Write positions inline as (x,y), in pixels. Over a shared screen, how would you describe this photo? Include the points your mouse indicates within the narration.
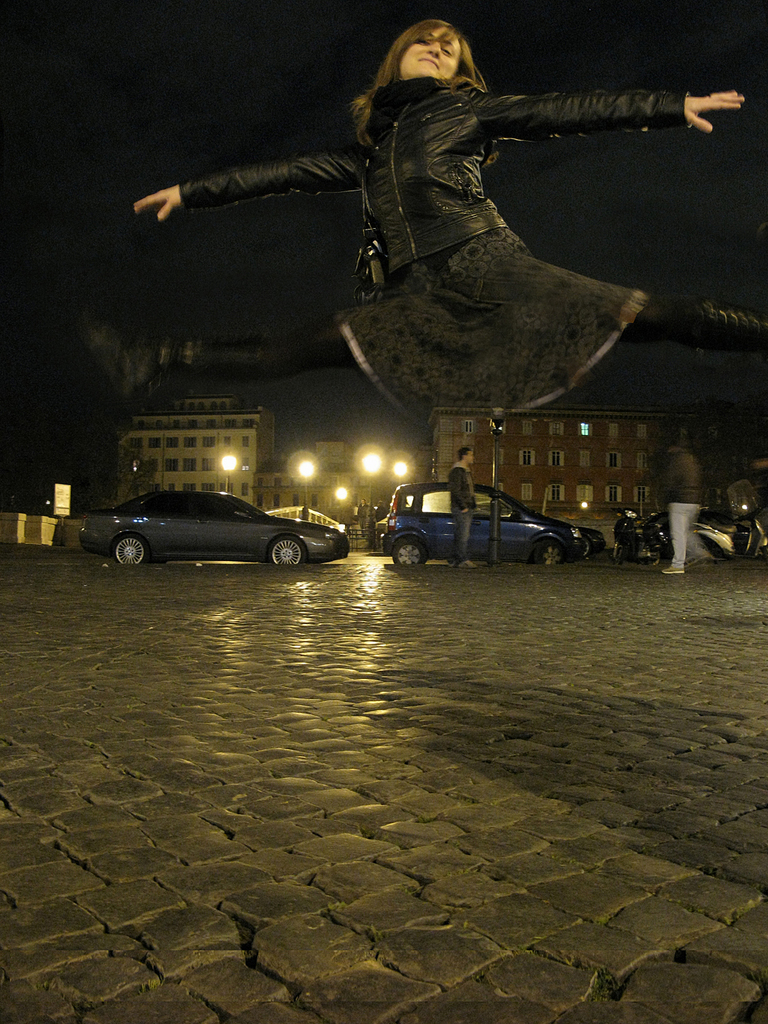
In the picture we can see a rock tile surface (593,812) and some woman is jumping and she is wearing a black dress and in the background (129,514), we can see some cars (203,515), poles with lights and behind it we can see buildings (694,431) with windows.
